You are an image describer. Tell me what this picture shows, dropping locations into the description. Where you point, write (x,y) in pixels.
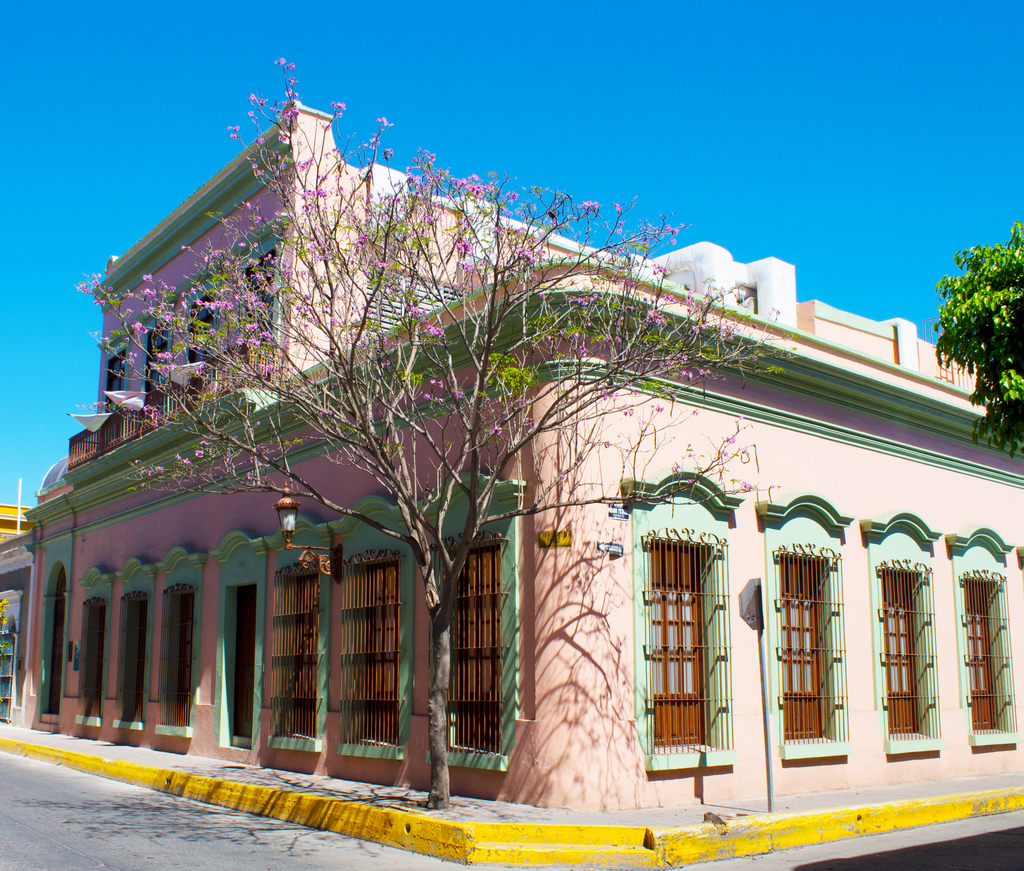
In this picture we can see few buildings (155,533), in front of the buildings (153,553) we can find few trees (1010,317), pole (769,717), sign board (746,599) and flowers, and also we can find a light (288,508).
